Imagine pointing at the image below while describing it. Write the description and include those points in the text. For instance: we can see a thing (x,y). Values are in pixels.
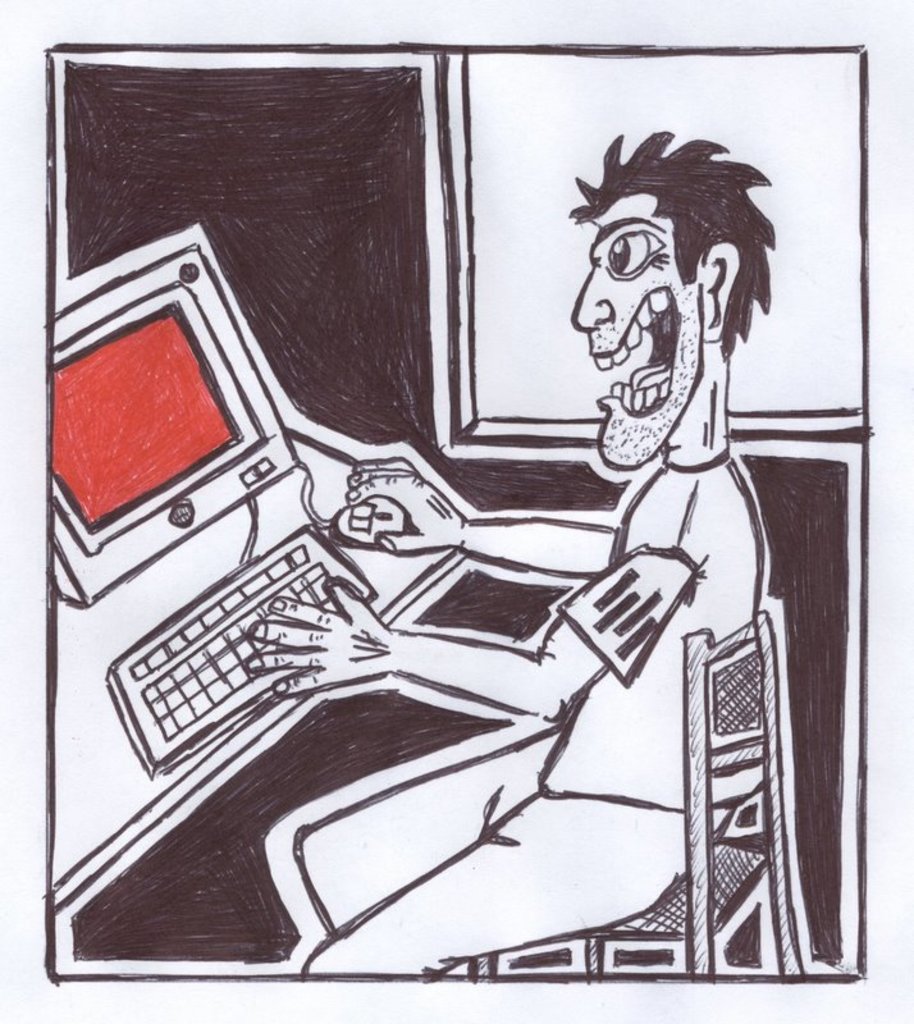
In the image we can see a drawing (603,626) on the paper (95,589). There is a drawing (548,646) of a person (589,742) sitting on the chair (707,850) and a system (109,441).
